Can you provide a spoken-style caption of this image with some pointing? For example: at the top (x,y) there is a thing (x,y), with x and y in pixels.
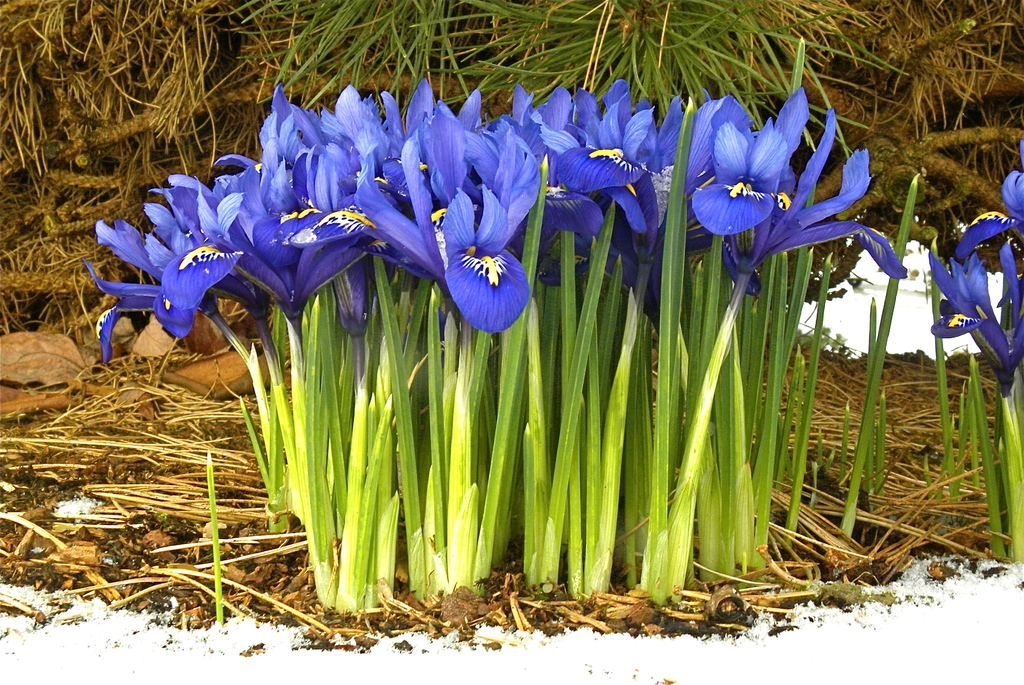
In this picture we can see blue color flowers (474,196) in the front (478,220), in the background (503,108) there are some leaves (400,41), we can see snow (932,597) at the bottom (932,597).
